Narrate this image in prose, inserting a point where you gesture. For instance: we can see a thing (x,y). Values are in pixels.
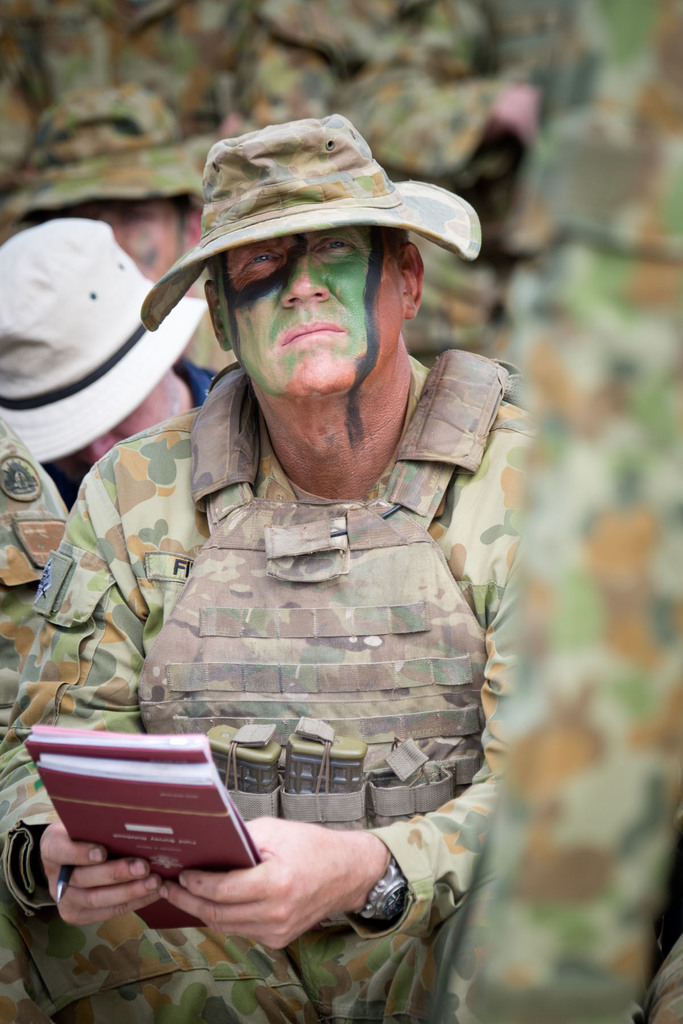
In this image we can see a person (385,789) sitting and holding books (163,819) and pen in his hands (267,847). In the background (169,398) we can see men (502,218).
